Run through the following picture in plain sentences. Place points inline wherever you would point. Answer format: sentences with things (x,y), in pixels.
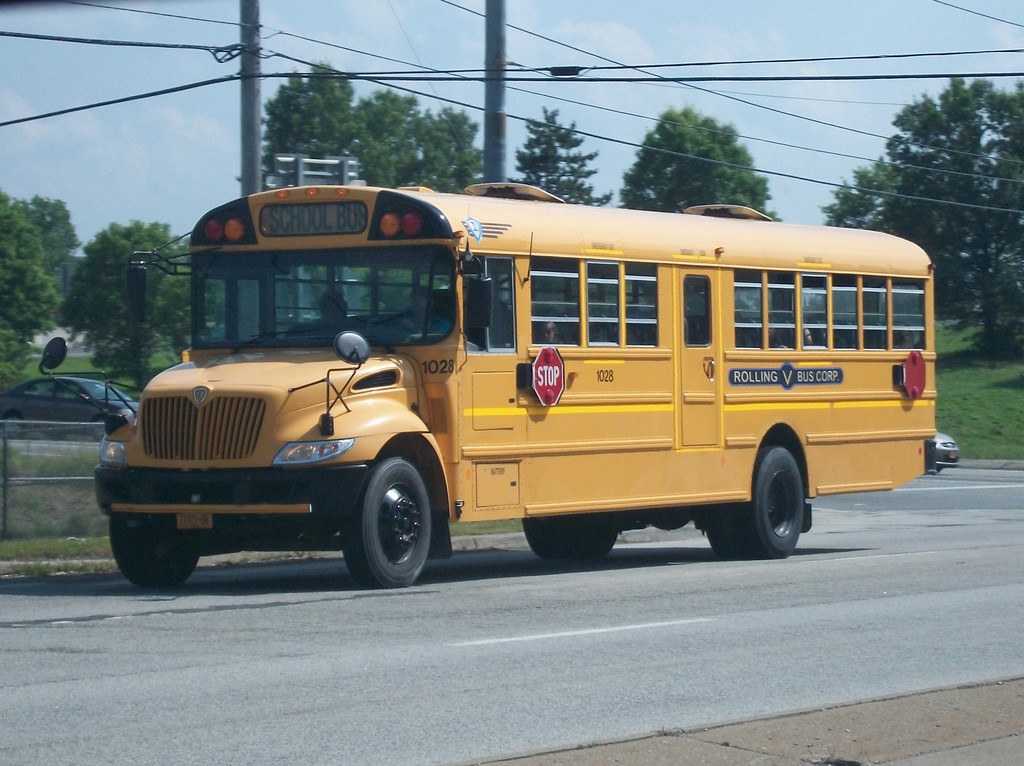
In this image there is a school bus (501,486) and some other vehicles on the road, behind the bus (551,457) there are trees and electric poles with cables (288,57) on it. At the top of the image (298,47) there are clouds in the sky (888,30).
